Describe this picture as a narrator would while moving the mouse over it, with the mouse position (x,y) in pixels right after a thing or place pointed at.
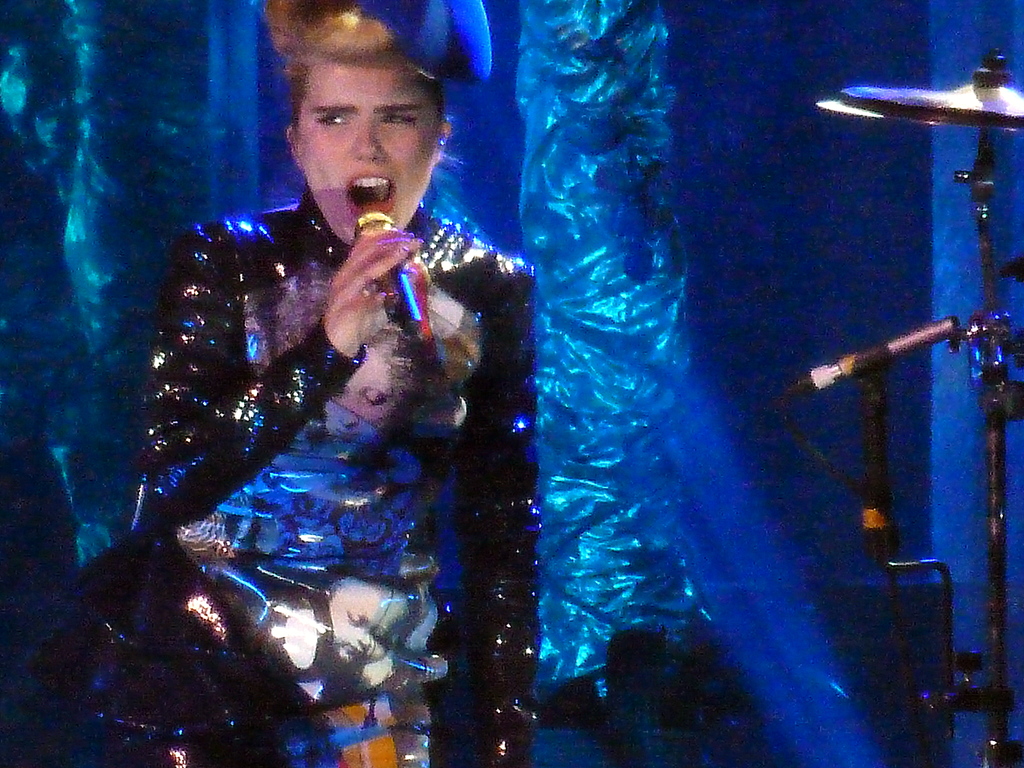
In this image we can see a person (371,446) standing and holding a mic (396,279). On the right (993,402) there is a cymbal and a mic stand (967,341).
